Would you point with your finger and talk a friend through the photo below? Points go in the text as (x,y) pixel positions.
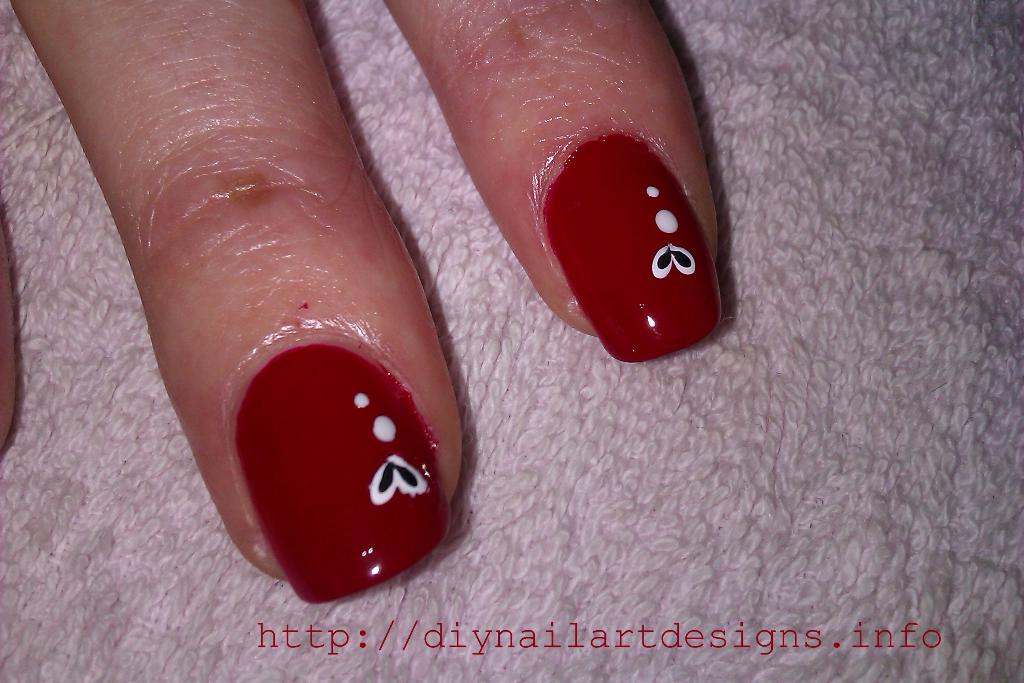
This is a zoomed in picture. On the left (215,29) there is a middle finger (234,219) of a person (278,282). In the center (595,299) we can see index finger (682,175) of a person (571,177) and we can see the red color nail polish (331,370) with some nail art (384,436) on the nails (624,257) of both the fingers (607,215). In the background (921,129) there is a white color object (151,558) seems to be a cloth (850,371). At the bottom (450,628) there is a watermark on the image.
